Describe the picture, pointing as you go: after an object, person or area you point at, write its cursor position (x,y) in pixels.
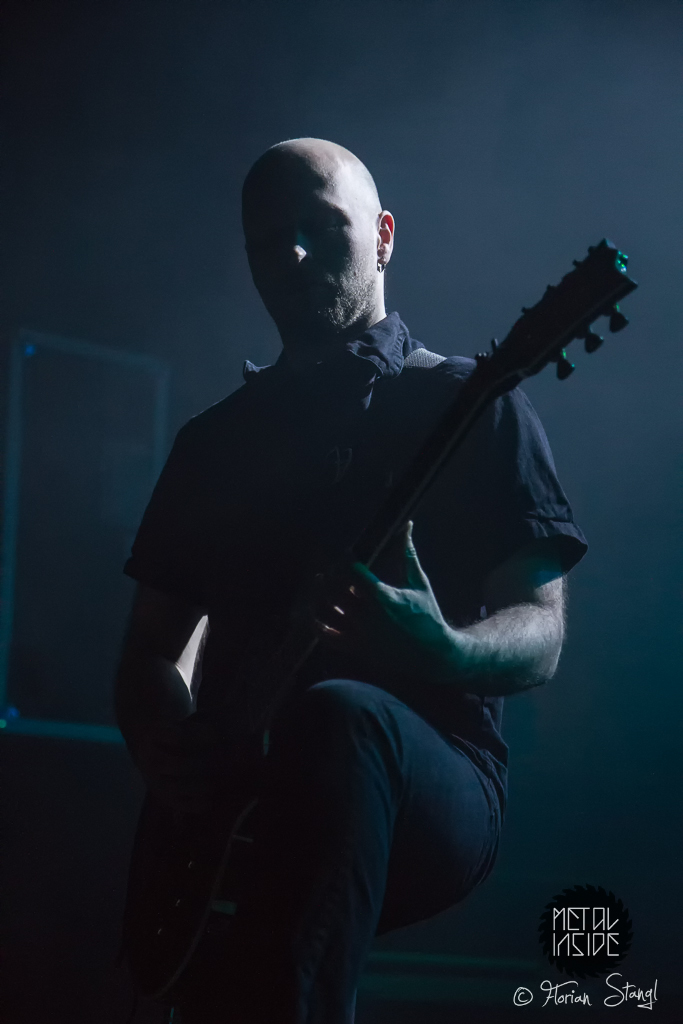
In this image I can see a man (325,524) is holding a guitar (239,700).
